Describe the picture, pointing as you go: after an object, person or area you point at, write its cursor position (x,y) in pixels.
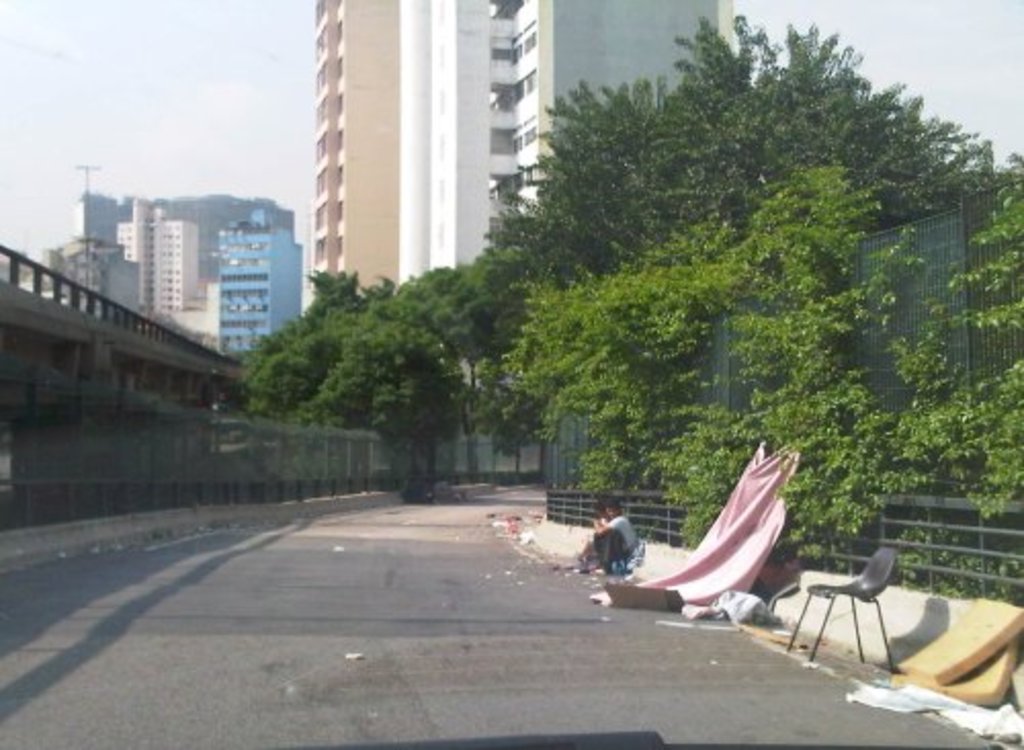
In this image there is a road (311,614). On the right side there is a railing (643,496). Near to the railing (831,569) there is a chair (870,590), cloth (729,551) and two persons (605,527) are sitting. Also there are some other items (982,725). And there are trees (472,281) and fencing (931,315) with mesh (952,309). On the left side (79,356) there is a railing (24,366) and bridge (98,338) with railings (157,322). In the background (199,204) there are buildings (319,146) and sky (926,16).
